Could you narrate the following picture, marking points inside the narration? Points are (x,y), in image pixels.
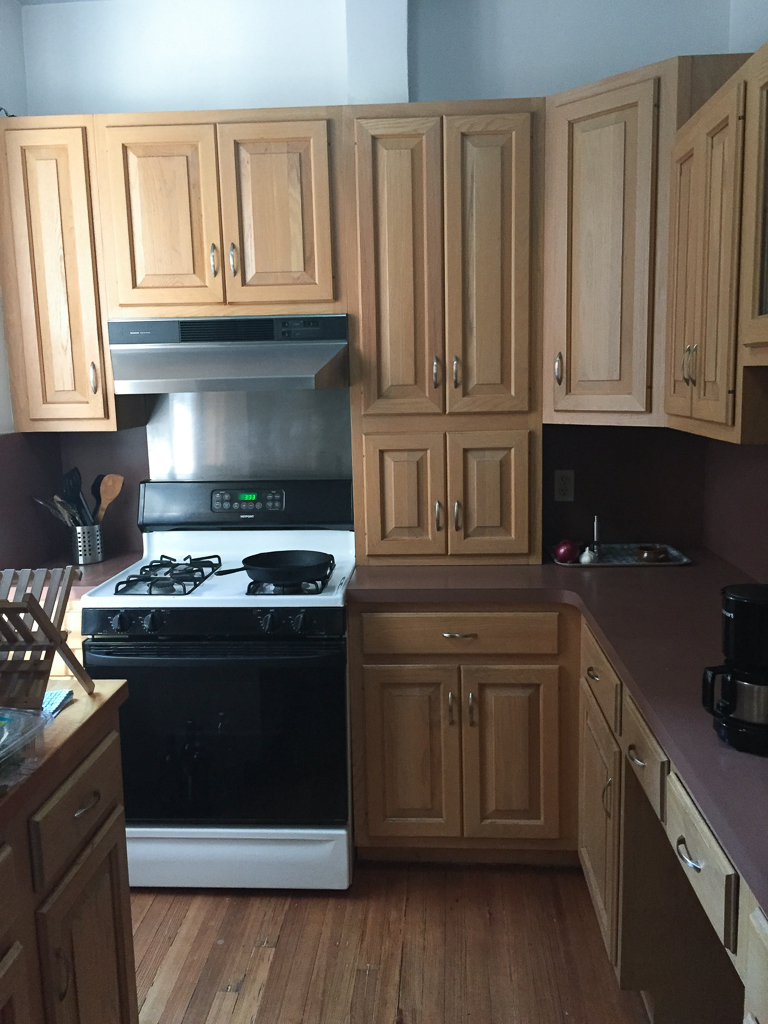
In this image on the right side (660,724) there is a platform (685,729) and on the platform (679,721) there is an object (750,687) which is black and silver in colour and in the center (268,541) there is a stove (258,590) and there are wardrobes (574,330). There is a wash basin (600,551). On the left side (63,751) there is a table (74,753), on the table (58,749) there is a wooden stand (48,651) and there is a jar (90,533) in which there are spoons (105,494).
